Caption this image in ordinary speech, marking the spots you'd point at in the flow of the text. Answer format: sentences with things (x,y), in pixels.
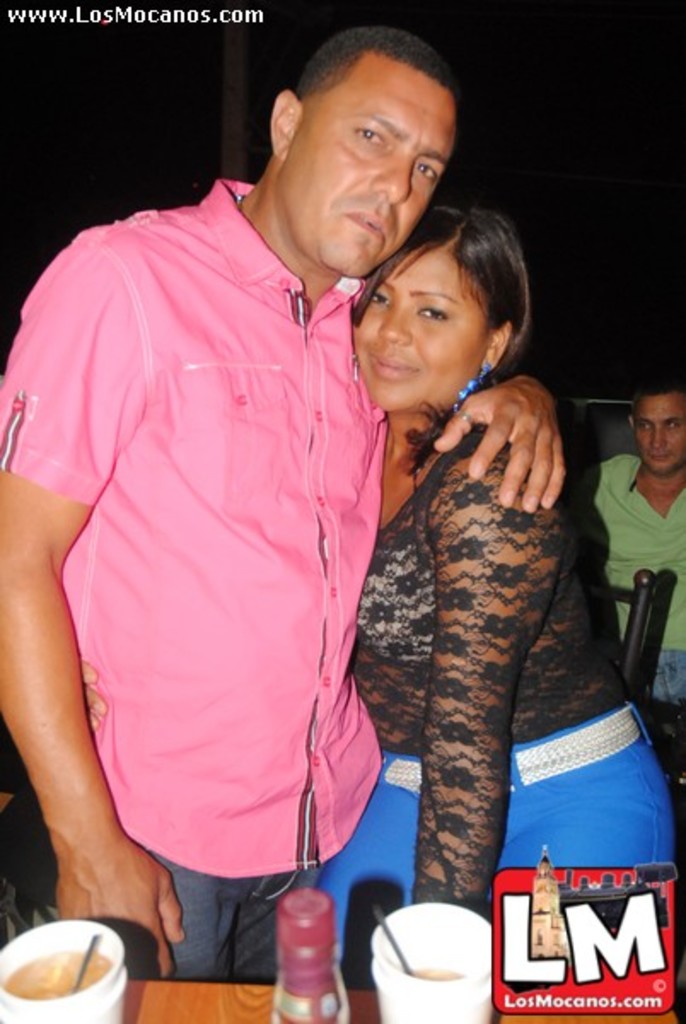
In this image there is a couple (347,626) standing, behind the couple (582,717) there is a person (641,514), in front of them there is a table (167,1003) with some glasses (92,993) and bottle (330,972) on it. At the bottom right side of the image (577,937) there is a logo (578,877). At the top left side of the image (33,18) there is some text (13,18).
